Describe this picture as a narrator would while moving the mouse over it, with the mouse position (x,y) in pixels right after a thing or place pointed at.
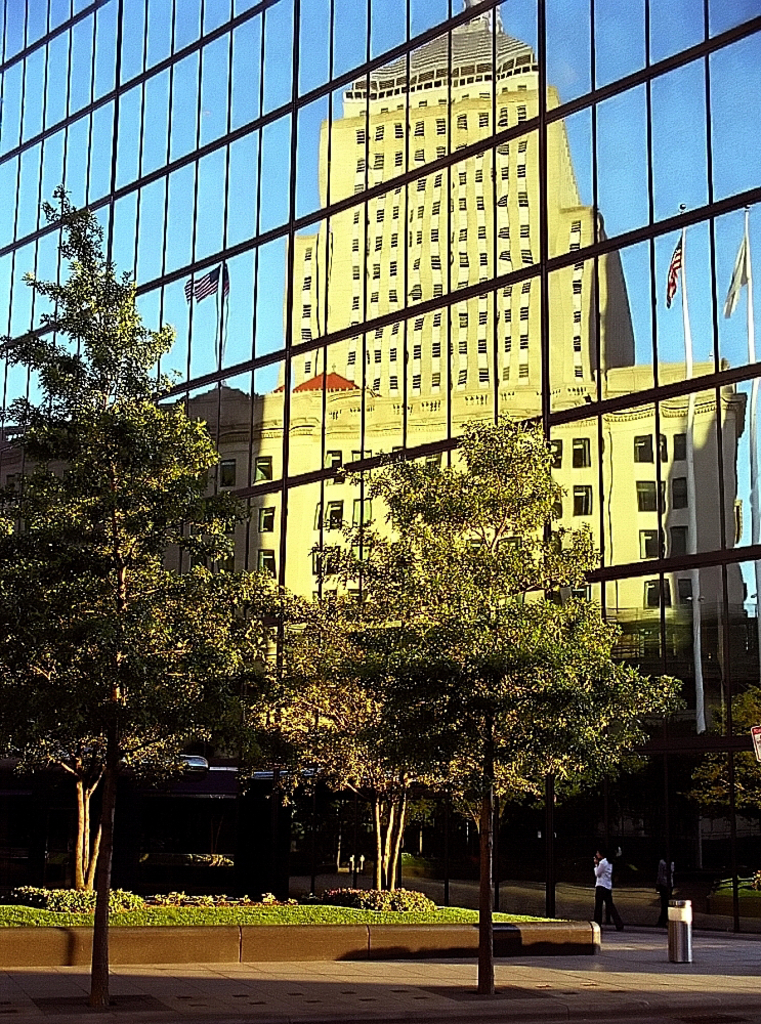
In this image we can see a building (427,268), flags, flag posts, trees (547,566), persons (606,882) on the road (283,975), bins (689,916), bushes (352,895), plants (352,895) and sky (313,230).
